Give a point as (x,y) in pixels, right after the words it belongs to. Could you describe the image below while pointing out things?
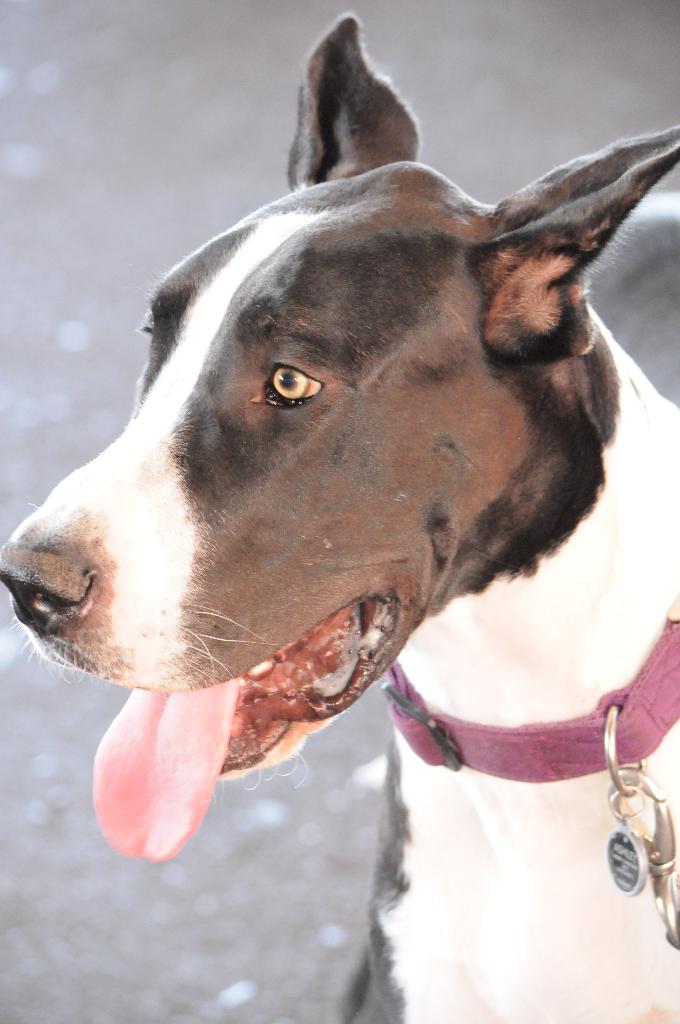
In the foreground of the picture (361,502) there is a dog (462,387).
